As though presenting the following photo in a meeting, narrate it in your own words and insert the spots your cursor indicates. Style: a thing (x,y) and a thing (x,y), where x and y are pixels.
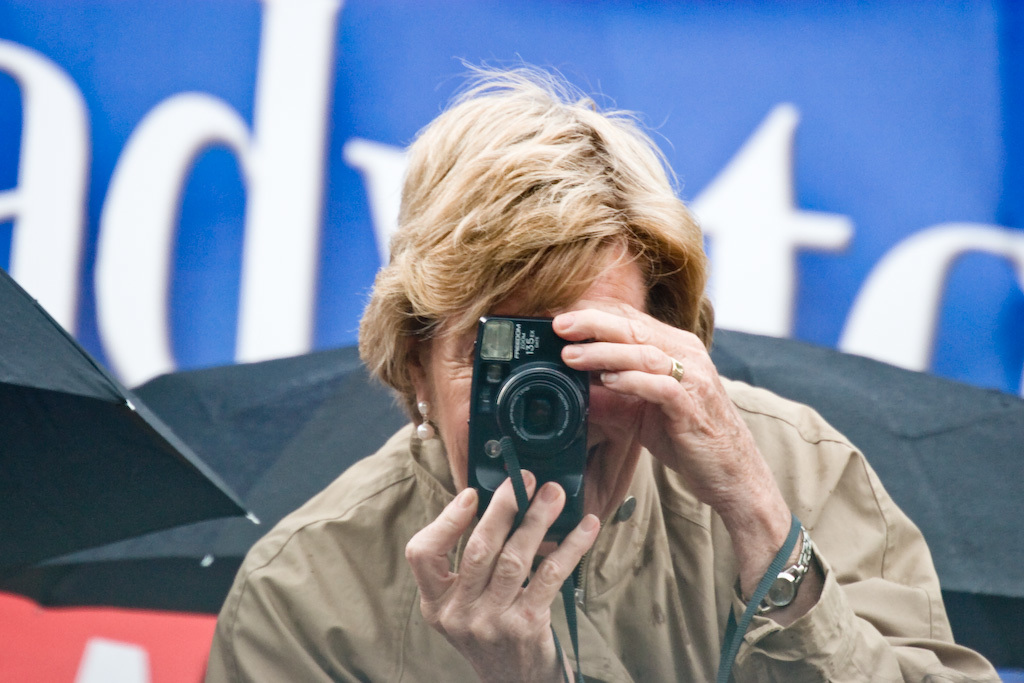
In the image we can see there is a woman (608,485) who is standing and holding camera (586,435) in their hand (427,543).
